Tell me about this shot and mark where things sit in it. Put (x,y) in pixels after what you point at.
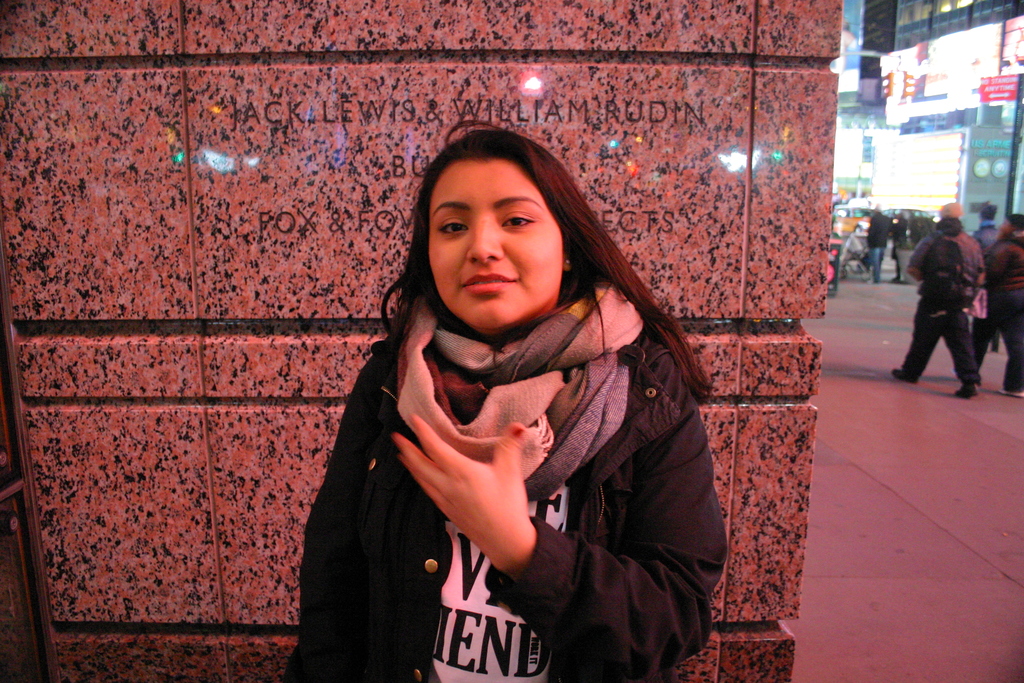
In the image there is a woman (445,404) in black jacket (351,651) and scarf (507,346) standing in front of the wall (293,64), on the right side (1004,315) there are many people (946,281) walking on the foot path (944,459), behind there are buildings (942,99).
